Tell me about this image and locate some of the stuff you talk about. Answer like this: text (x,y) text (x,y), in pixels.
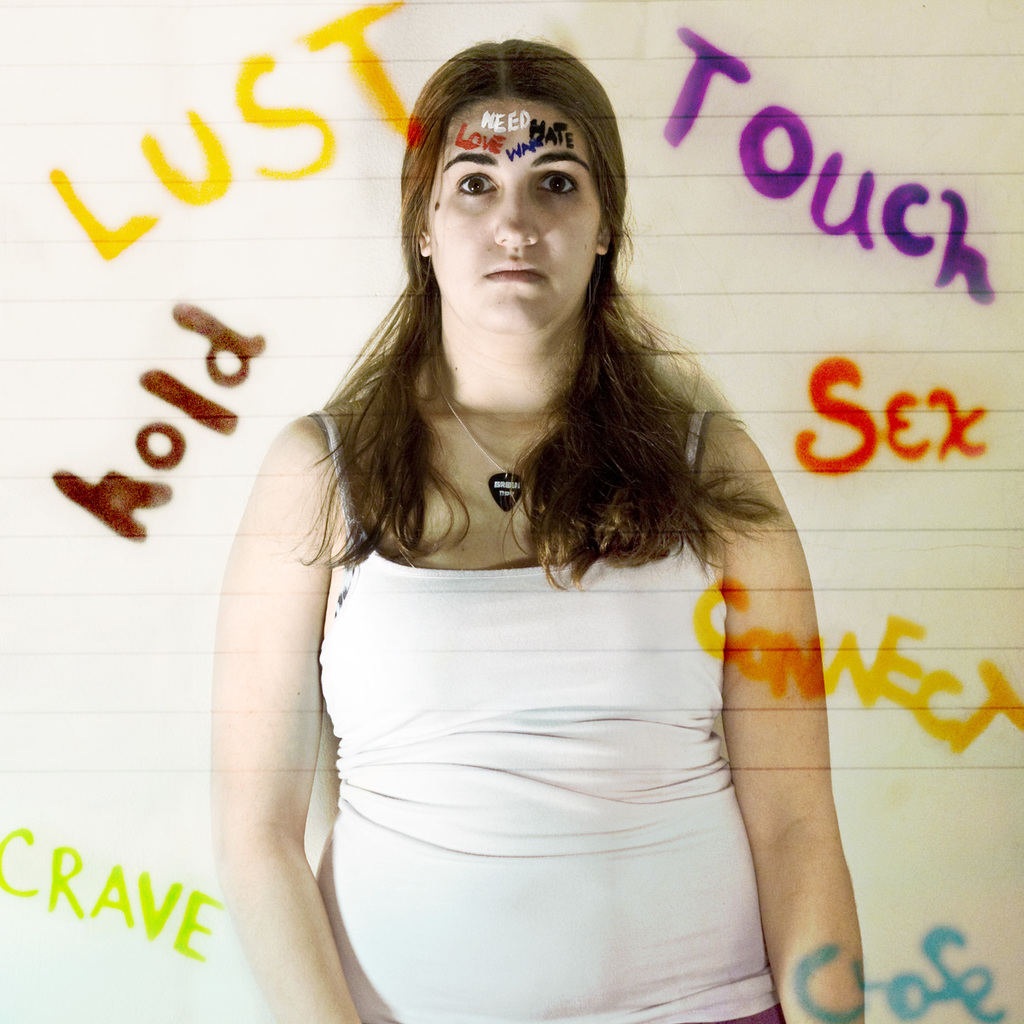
In this picture, we can see a lady (619,339) and some text (516,150) on the forehead (508,147), we can see some text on the background (951,263).
